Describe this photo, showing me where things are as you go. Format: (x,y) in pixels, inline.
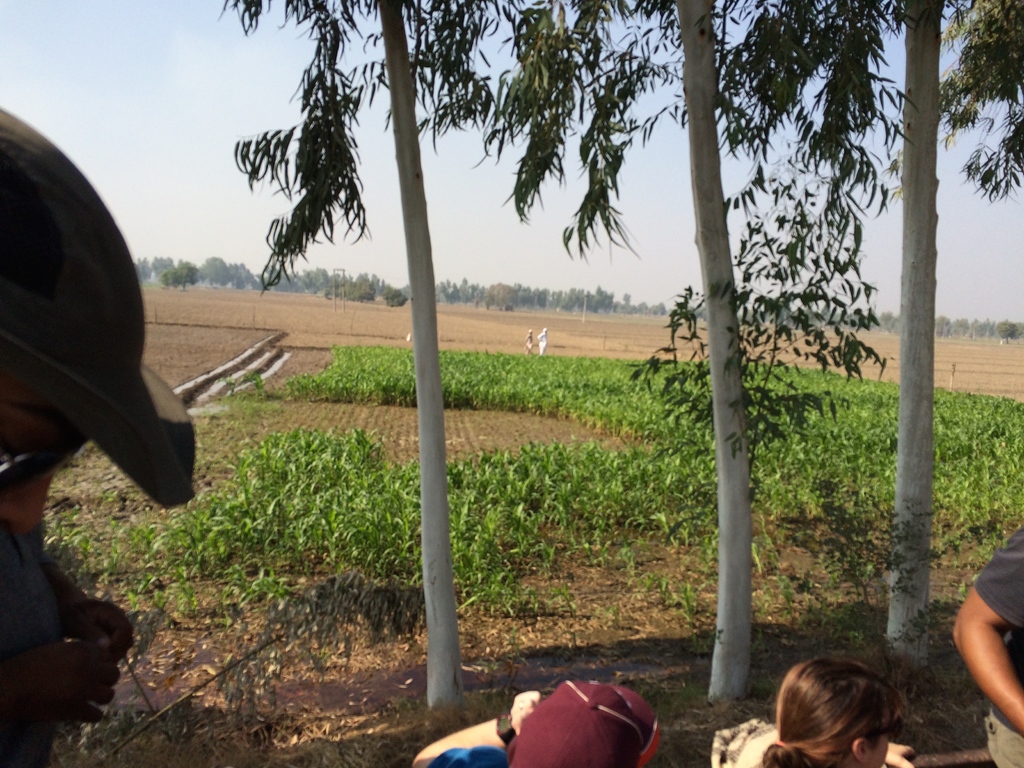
In this picture we can see a land (269,309) with mud (399,435), plants (444,405) and trees (797,369). The sky (797,158) is blue.
